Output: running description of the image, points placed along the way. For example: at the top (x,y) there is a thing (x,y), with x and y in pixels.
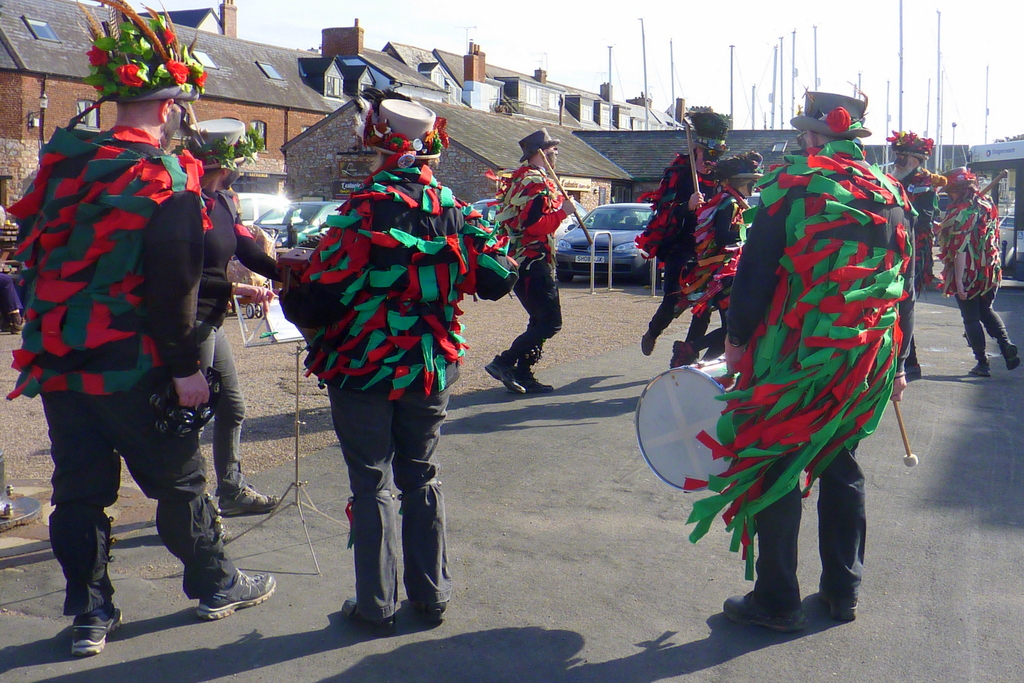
In this image we can see a few people (482,262) standing on the road (291,557) and holding the objects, also we can see a stand (286,347) on the road (289,544) and there are some vehicles (476,203), buildings (484,116) and poles (609,51), also we can see the sky (667,10).
